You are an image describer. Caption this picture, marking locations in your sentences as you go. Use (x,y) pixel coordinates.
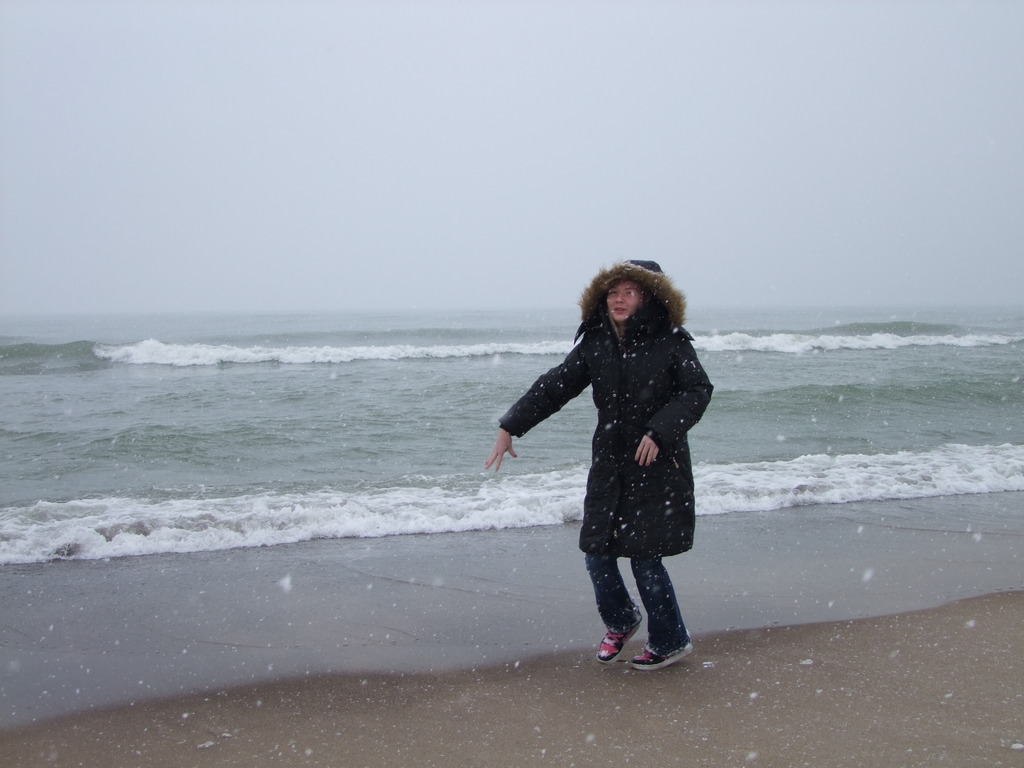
In the picture we can see a woman (595,467) standing near the beach (835,726) on the sand (286,740), she is in a black hoodie (593,288) and beside her we can see a water surface (1010,441) with white color tides (339,356) and in the background (501,262) we can see the sky (110,216).
